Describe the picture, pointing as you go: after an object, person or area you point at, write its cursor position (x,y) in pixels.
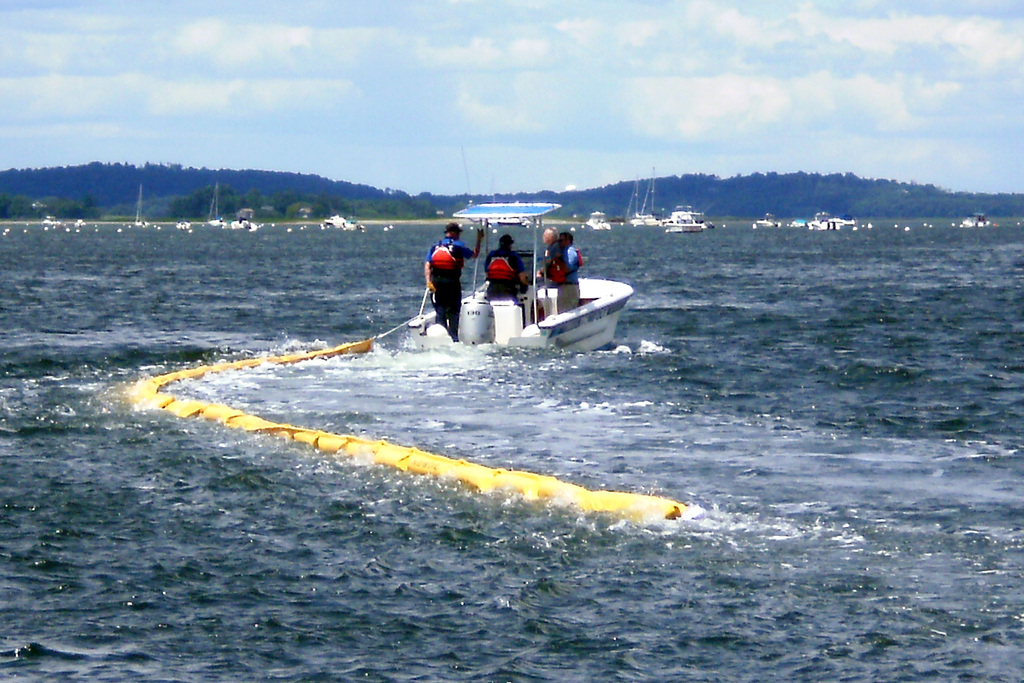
In the middle of the picture (481,307), we see four men (452,270) are riding the boat (575,310). Here, we see water (549,561) and this water (698,431) might be in the sea (263,341). There are boats (338,226) and yachts (647,217) in the background (185,227). There are trees (383,193) and hills (545,196) in the background (672,190). At the top (431,65), we see the sky (605,73).
